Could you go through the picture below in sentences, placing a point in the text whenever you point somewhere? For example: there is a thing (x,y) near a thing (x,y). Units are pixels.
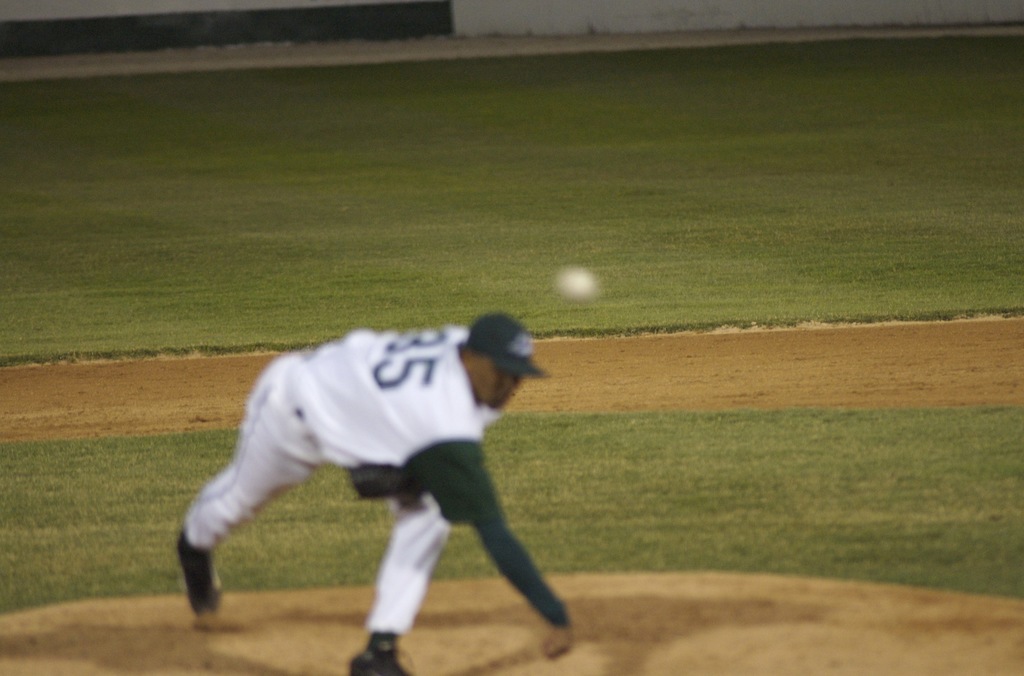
There is a person (369,408) wearing a cap (487,321) is throwing a ball (578,290). In the background (542,330) there is a grass lawn (804,485).
